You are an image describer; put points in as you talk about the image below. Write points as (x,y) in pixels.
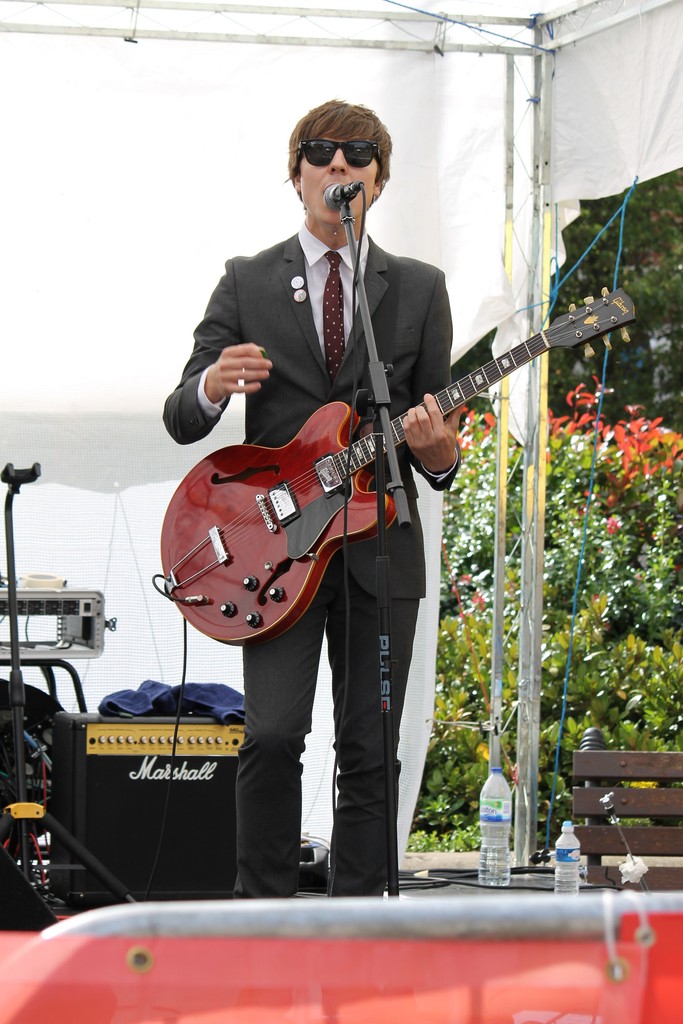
This image might be clicked in a musical concert where it has shrubs (627,421) on the right side (583,707), a chair (578,754) in the bottom right corner (635,774) 2 water bottles (568,879) and a man (249,393) is standing in the middle (229,376) he is singing something. He is playing guitar (576,343). He is wearing blazer (263,393). He wore specs (349,159), there is a mic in front of him. On the left side (65,715) there is a mic stand (14,537) and speaker box (125,742).
